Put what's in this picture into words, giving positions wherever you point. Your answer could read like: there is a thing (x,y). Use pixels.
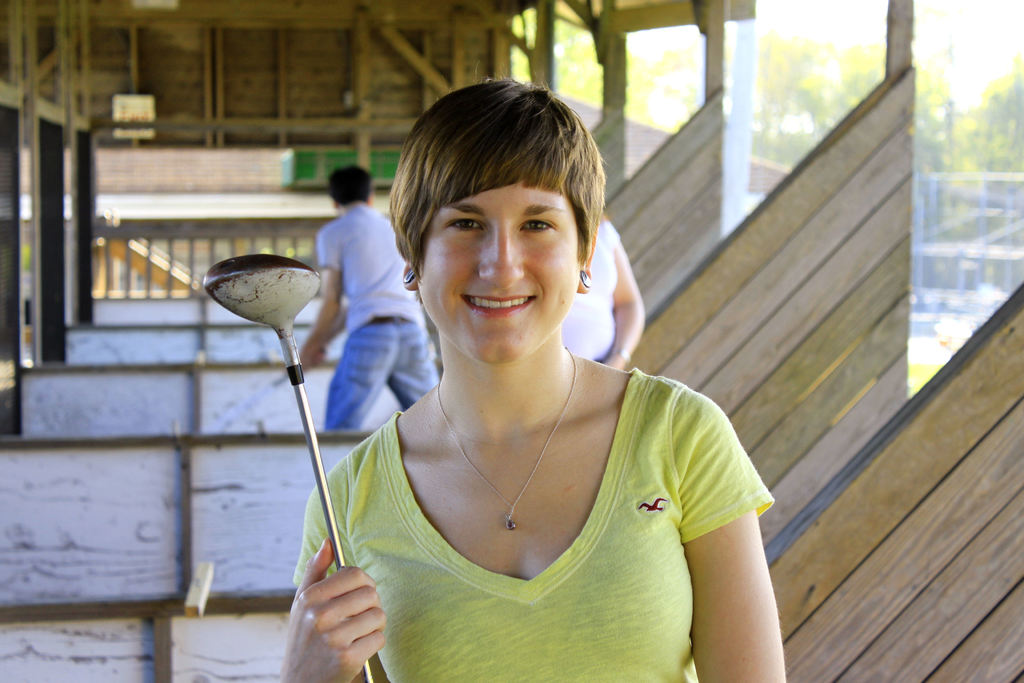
In this picture we can see a woman (438,576) holding an object (297,362). Behind the women (464,500), there are two persons (396,305), houses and some wooden structures (487,21). In the top right corner of the image (789,92), there are trees (823,88).
